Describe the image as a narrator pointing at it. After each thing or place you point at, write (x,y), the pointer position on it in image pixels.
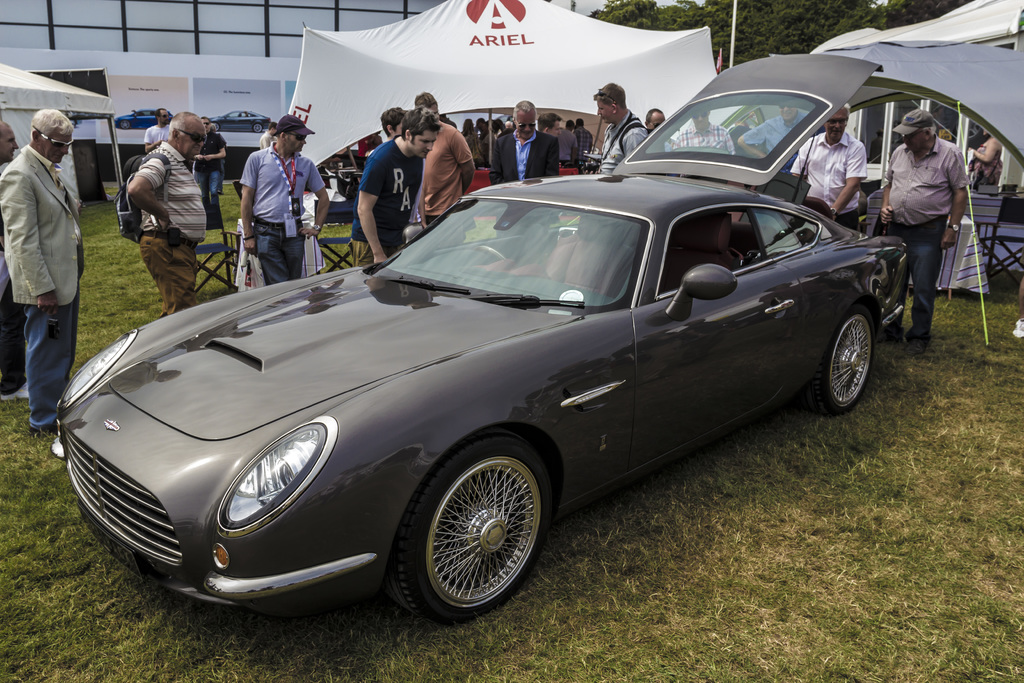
Here there is a car (729,301) in the grass (922,360), here people (947,193) are standing, these are tents (476,93), here there are trees (754,42).
